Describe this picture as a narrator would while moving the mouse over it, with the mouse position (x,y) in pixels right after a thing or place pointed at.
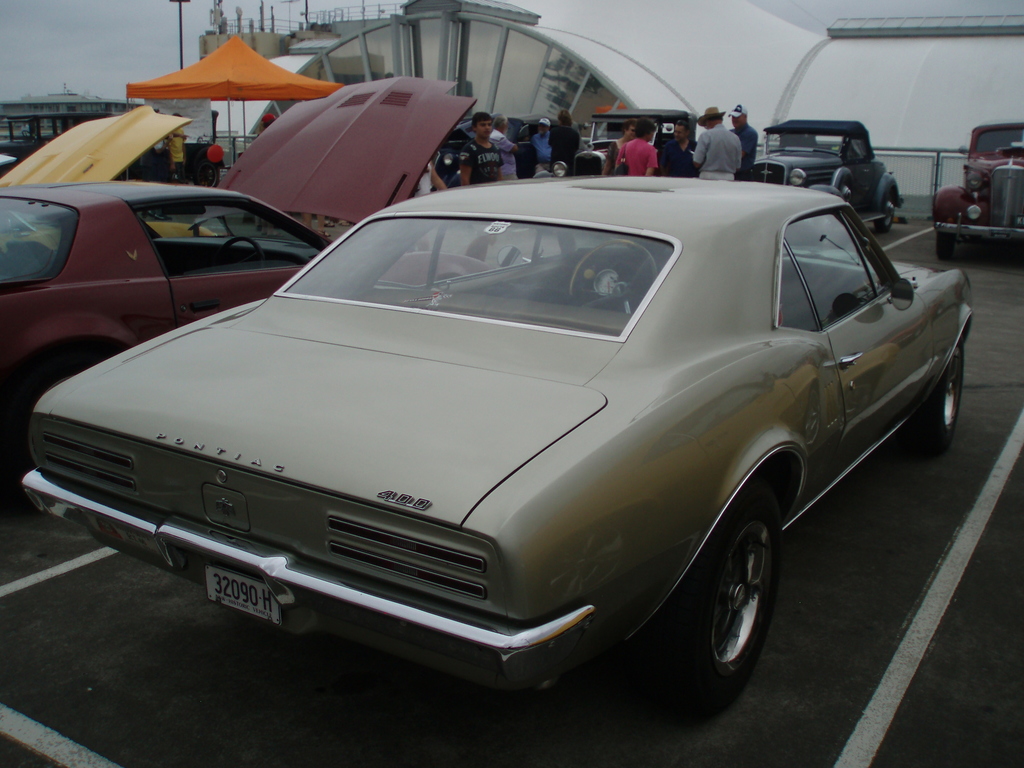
In this image I can see vehicles (109,163) visible on the ground (912,518), in front of vehicles (446,150) I can see persons (480,168) and I can see a building (543,33) visible at the top (509,26) and in the top left (59,44) I can see the sky (115,36) and in the top left (223,57) I can see orange color tent (270,87).
